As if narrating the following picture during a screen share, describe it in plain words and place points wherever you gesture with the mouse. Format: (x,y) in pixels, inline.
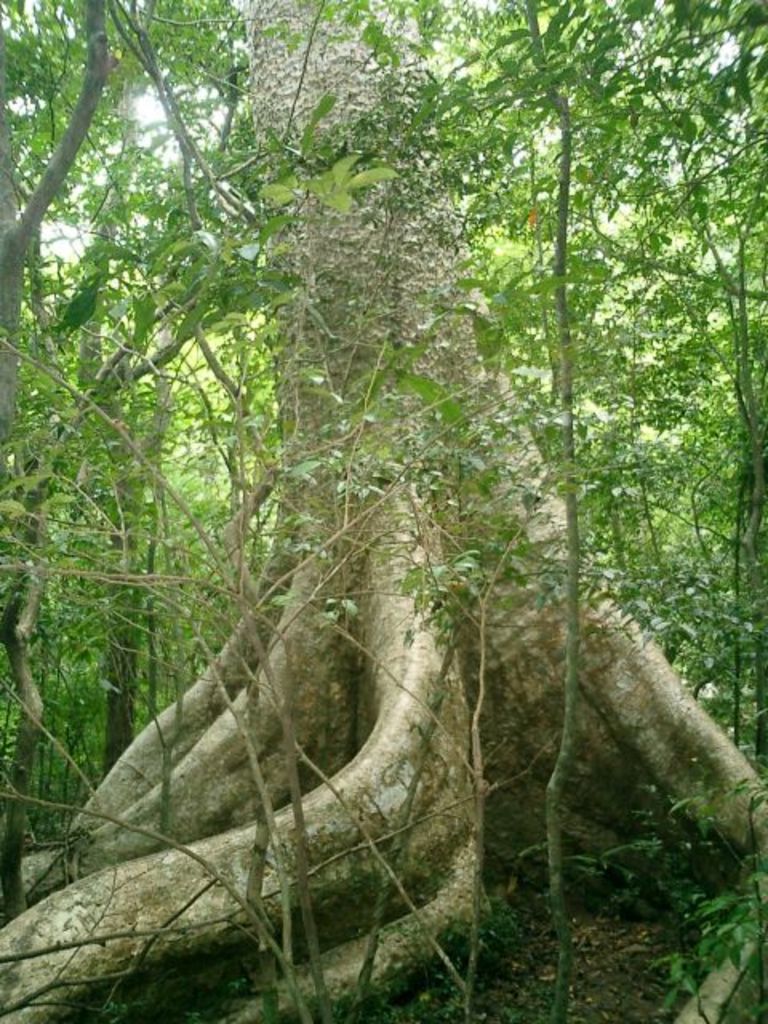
In the middle of the picture (340,527), we see the stem (324,754) of the tree (308,718) and there are many trees (222,507) in the background (23,624). This picture might be clicked in the forest (422,295).
